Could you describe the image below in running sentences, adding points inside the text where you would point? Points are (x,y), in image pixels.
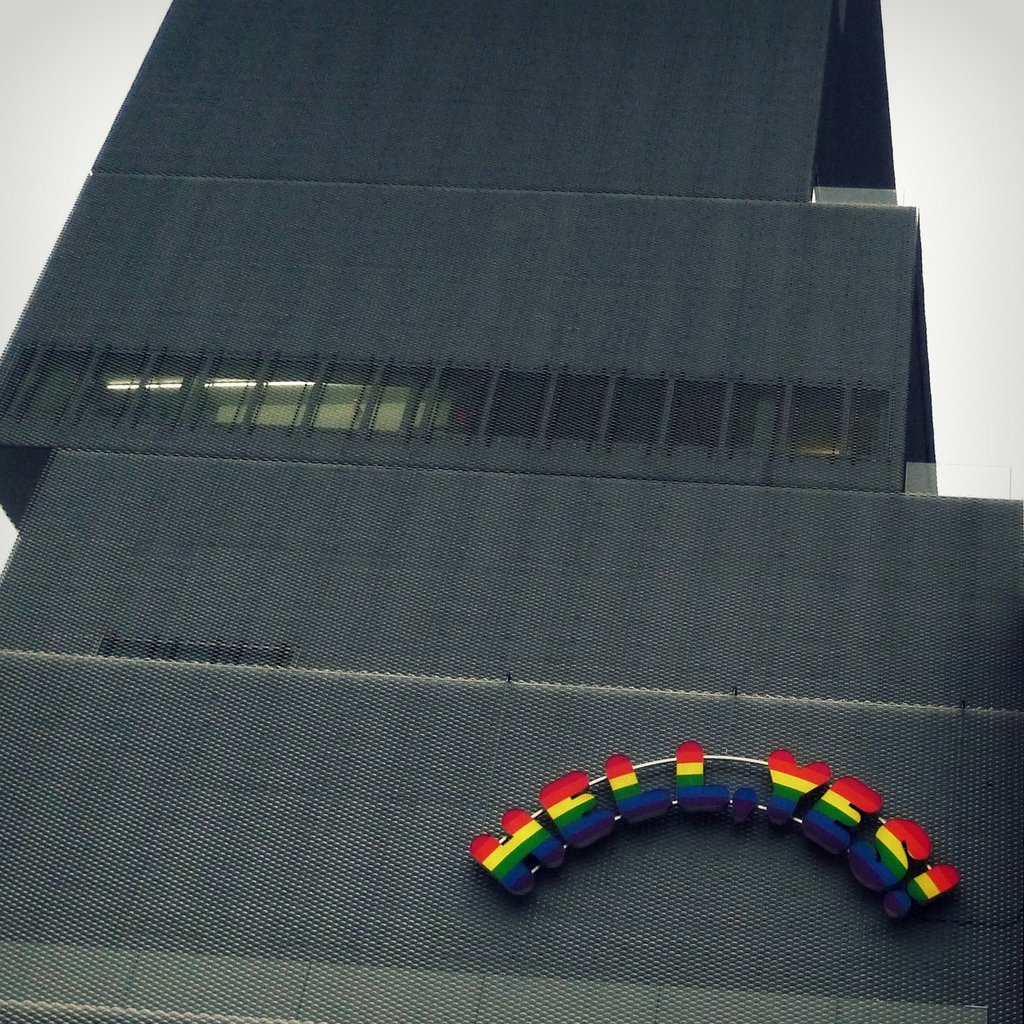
In this image, we can see an object (662,375) contains 3D text (795,786).
